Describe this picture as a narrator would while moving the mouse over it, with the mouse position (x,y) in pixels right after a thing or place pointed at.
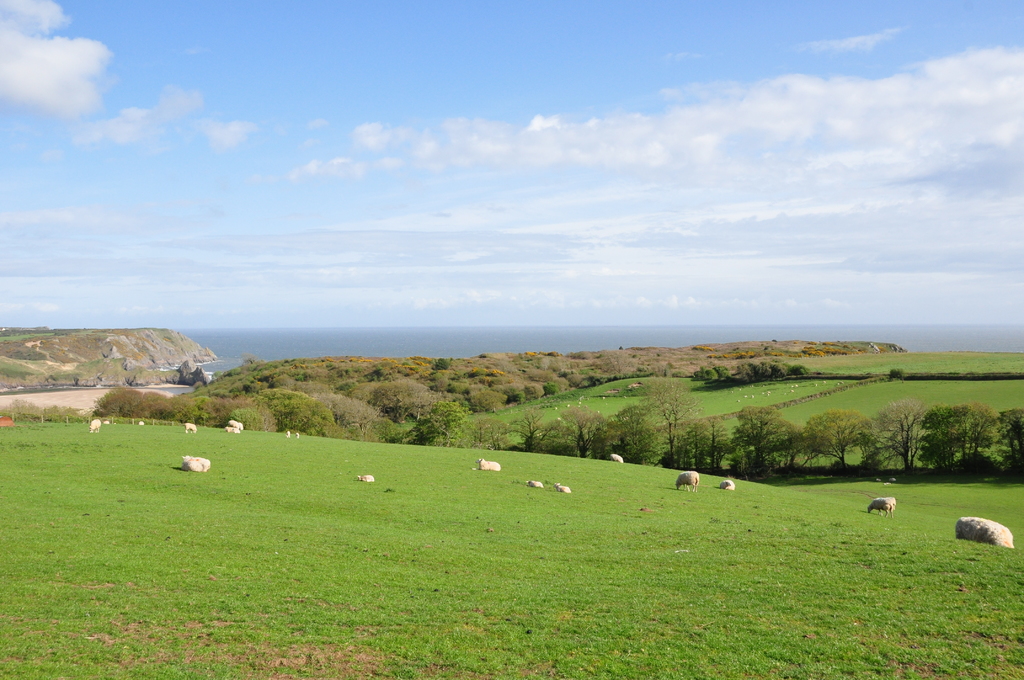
In this image I can see in the middle (460,408) sheep (872,503) are grazing the grass (368,469) and there are trees (366,423). At the back side (358,338) there is the sea (404,334), at the top (554,128) it is the cloudy sky (543,130).
